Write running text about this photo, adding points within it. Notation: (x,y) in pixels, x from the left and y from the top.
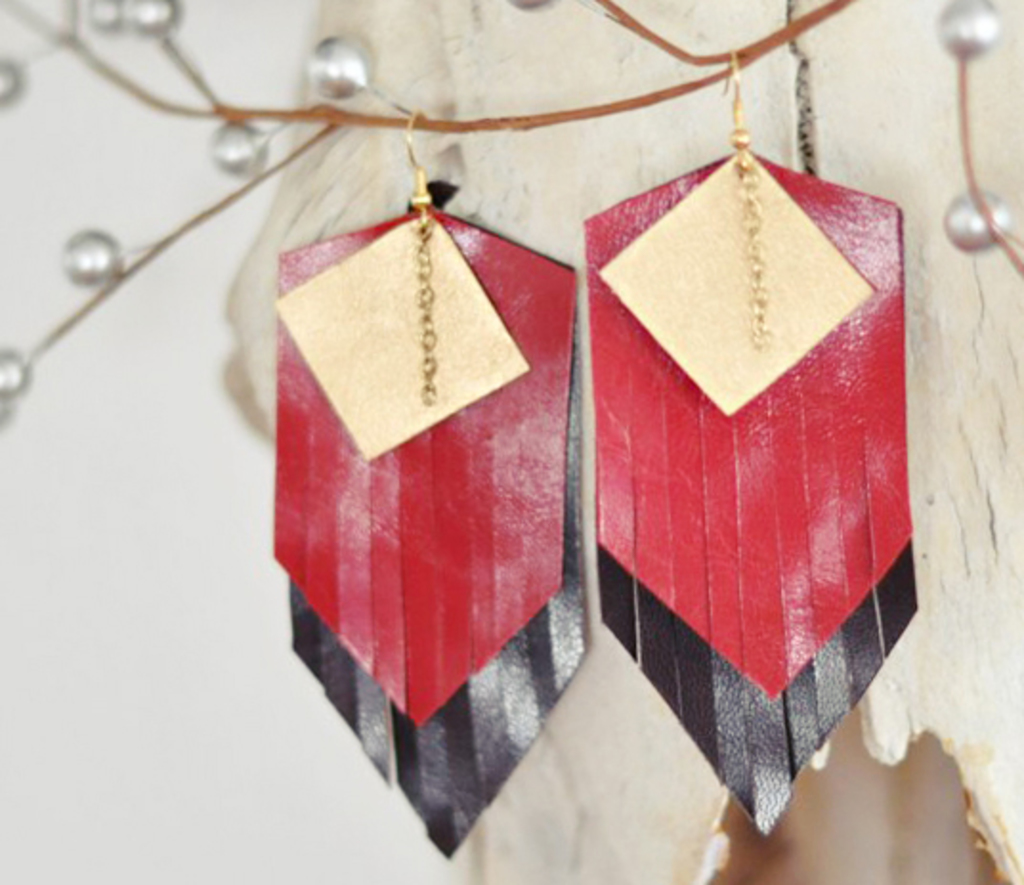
In this image we can earrings (477,386) which is in red and black color are hanged here. Here we can see pearls (945,46). The background of the image (99,618) is in white color.
